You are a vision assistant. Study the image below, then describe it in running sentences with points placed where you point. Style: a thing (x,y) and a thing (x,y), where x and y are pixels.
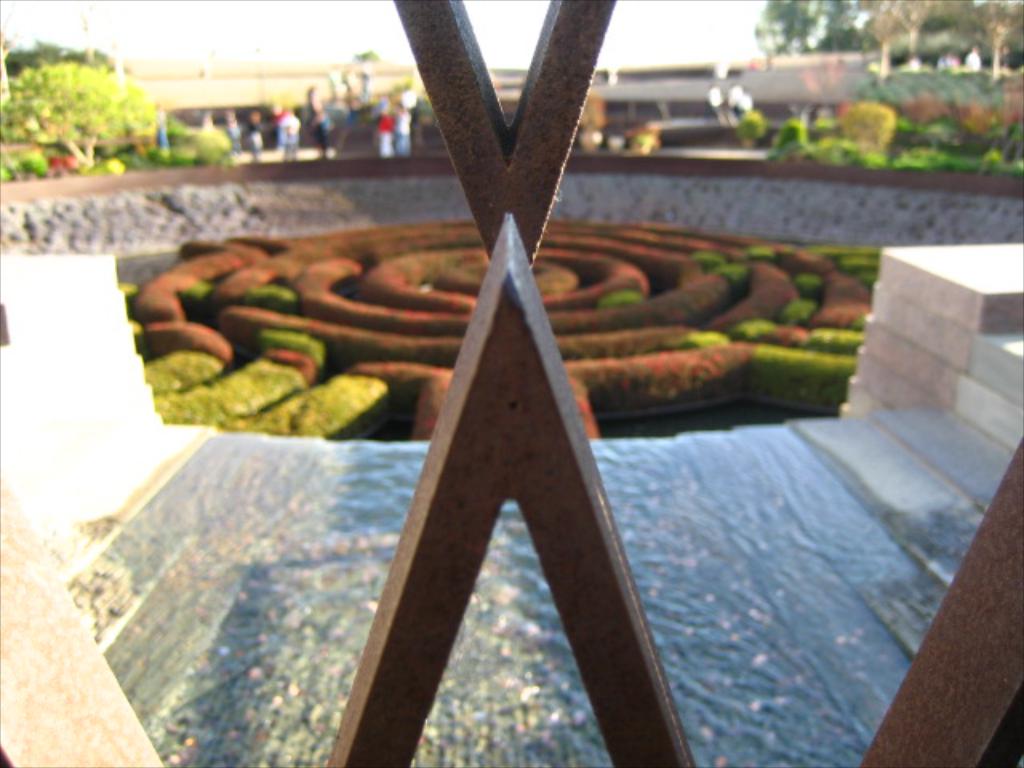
In this image we can see a garden (589,296), stairs (865,400), a group of persons (257,125), building (739,110), trees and sky (675,52).
